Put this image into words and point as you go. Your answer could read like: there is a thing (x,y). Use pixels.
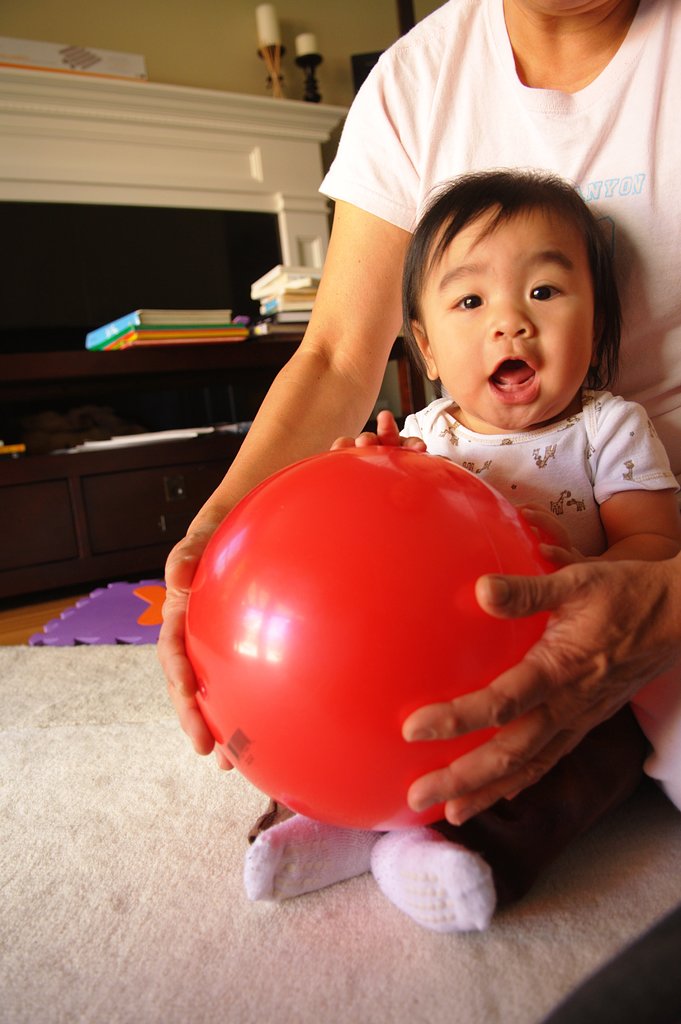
In this picture there is a person (673,149) who is wearing t-shirt (676,206) and in-front of her there is a baby (596,228) who is the sitting on the floor (503,972) and holding a ball (436,510). In the back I can see the books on the table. On the left (101,260) I can see the fireplace (91,261). At the top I can see the candles (311,50) which are kept on this fireplace frame (230,107).
